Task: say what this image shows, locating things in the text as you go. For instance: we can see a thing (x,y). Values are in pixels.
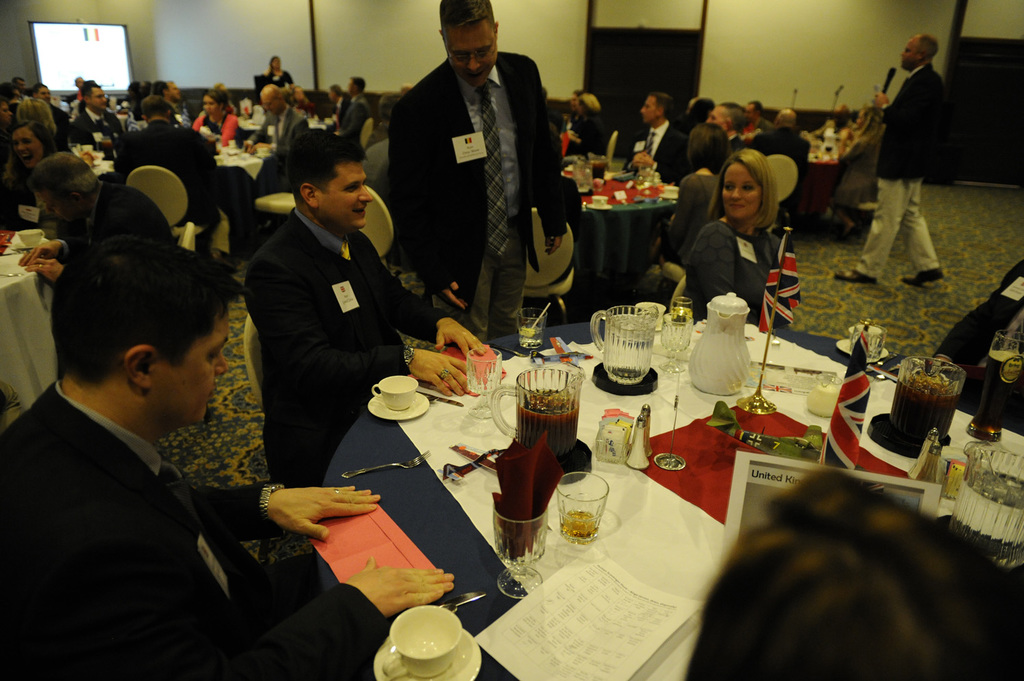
In this picture we can see some persons (155,533) sitting on the chairs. This is the table (461,548). On the table (457,536) there is a cup (426,672), paper (562,632), glasses (581,476), jar (557,378), and a flag (796,293). Even we can see two persons (931,83) are standing on the floor (961,293). This is the wall (812,73) and there is a screen (89,61).
